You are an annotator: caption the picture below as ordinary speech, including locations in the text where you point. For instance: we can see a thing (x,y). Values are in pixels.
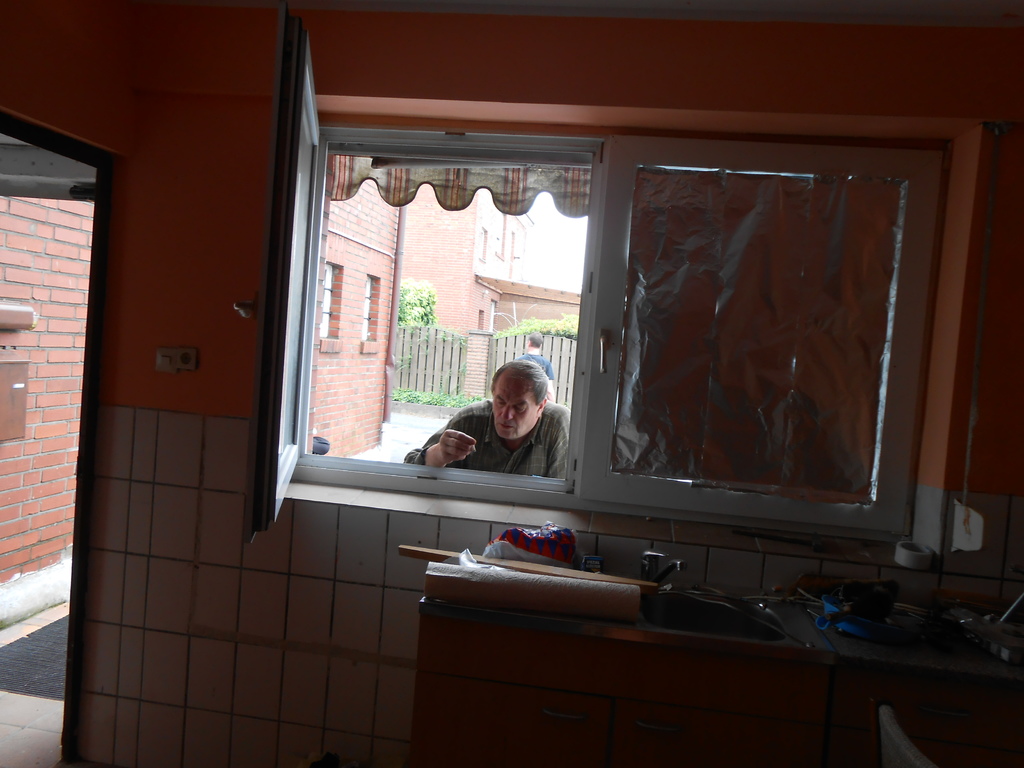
In this picture there is a man (489,415) who is a standing near to the window (585,451). In the background (496,353) I can see the wooden fencing (452,351), building (509,305), plants (427,307) and tree (433,296). Beside the fencing (457,365) I can see the man (536,362). At the bottom (685,601) I can see the wash basin (728,596), plastic covers (506,559), wooden sticks (517,561) and other objects (557,607) on this platform (618,638).
